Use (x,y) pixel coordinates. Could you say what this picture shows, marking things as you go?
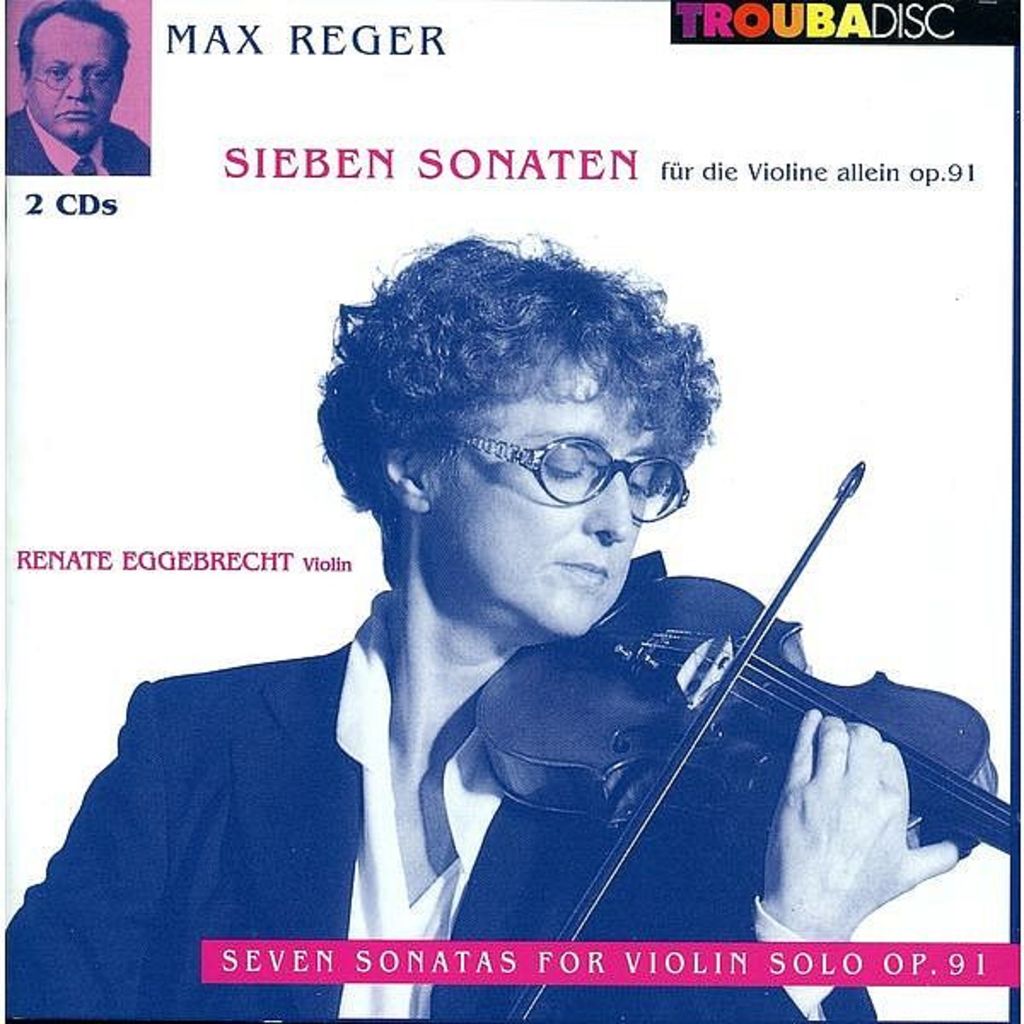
In this poster a woman (493,913) wore spectacles (576,476), suit (293,779) and playing violin (641,653). On top (109,54) there is a picture (29,85) of a person (86,149).
